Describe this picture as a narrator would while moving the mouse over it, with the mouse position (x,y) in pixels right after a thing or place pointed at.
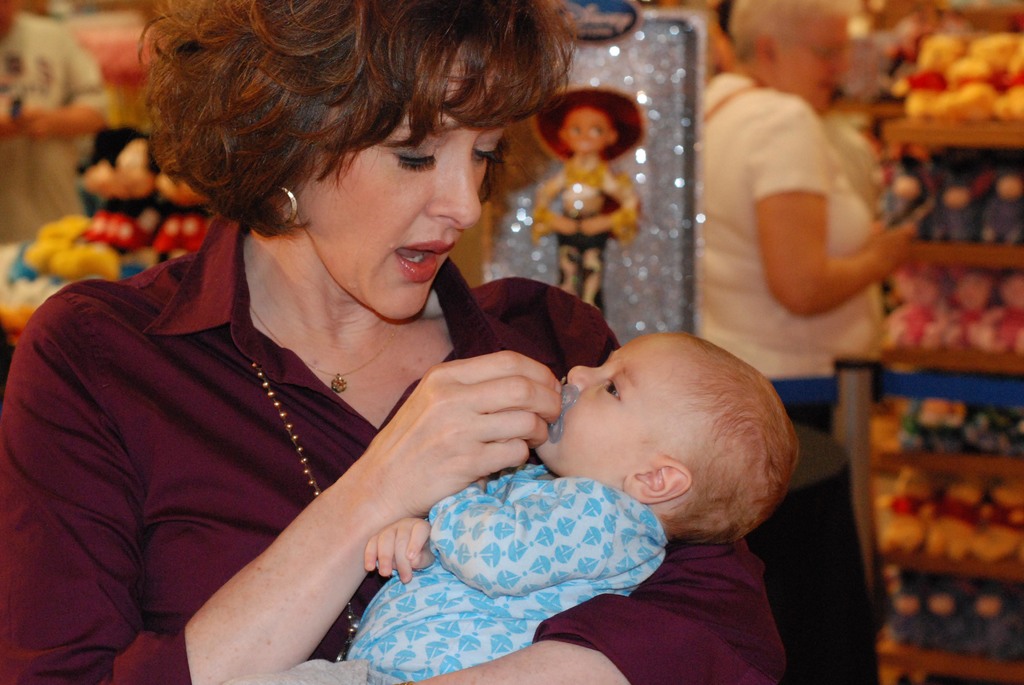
In this image, we can see a lady (474,390) holding baby (569,463) and in the background (533,116), there are toys (983,195) and we can see some people (802,240) standing.
